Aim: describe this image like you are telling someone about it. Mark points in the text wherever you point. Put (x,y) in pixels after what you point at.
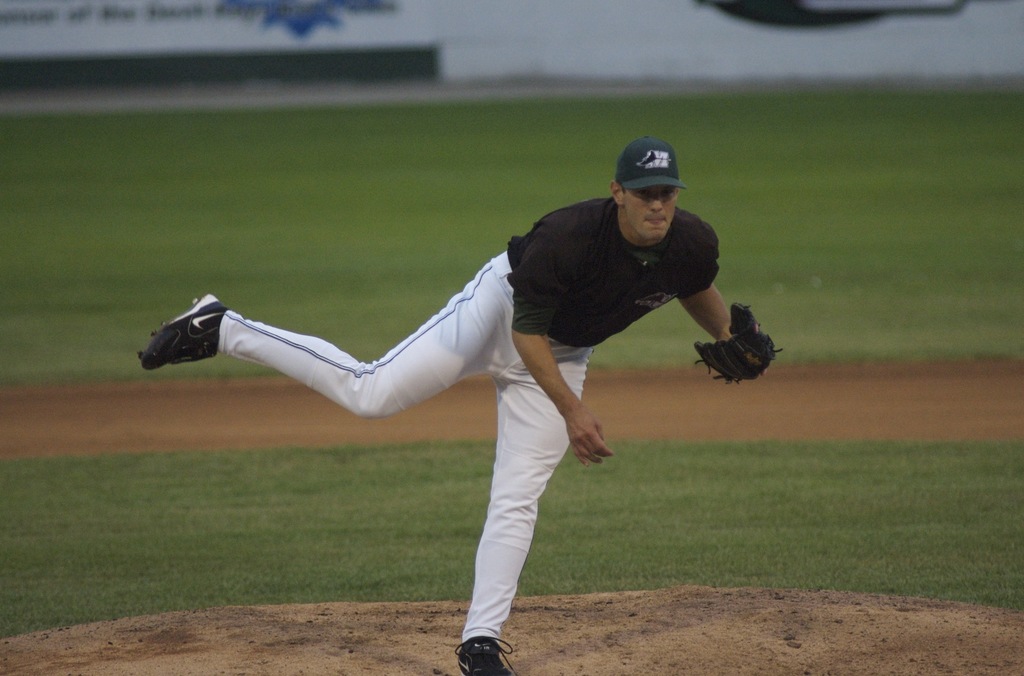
In this picture we can see a man (501,277) wore a cap (617,171), glove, shoes (463,655) and standing on the ground (138,647) and in the background (400,211) we can see the grass (78,133), board (659,6).
